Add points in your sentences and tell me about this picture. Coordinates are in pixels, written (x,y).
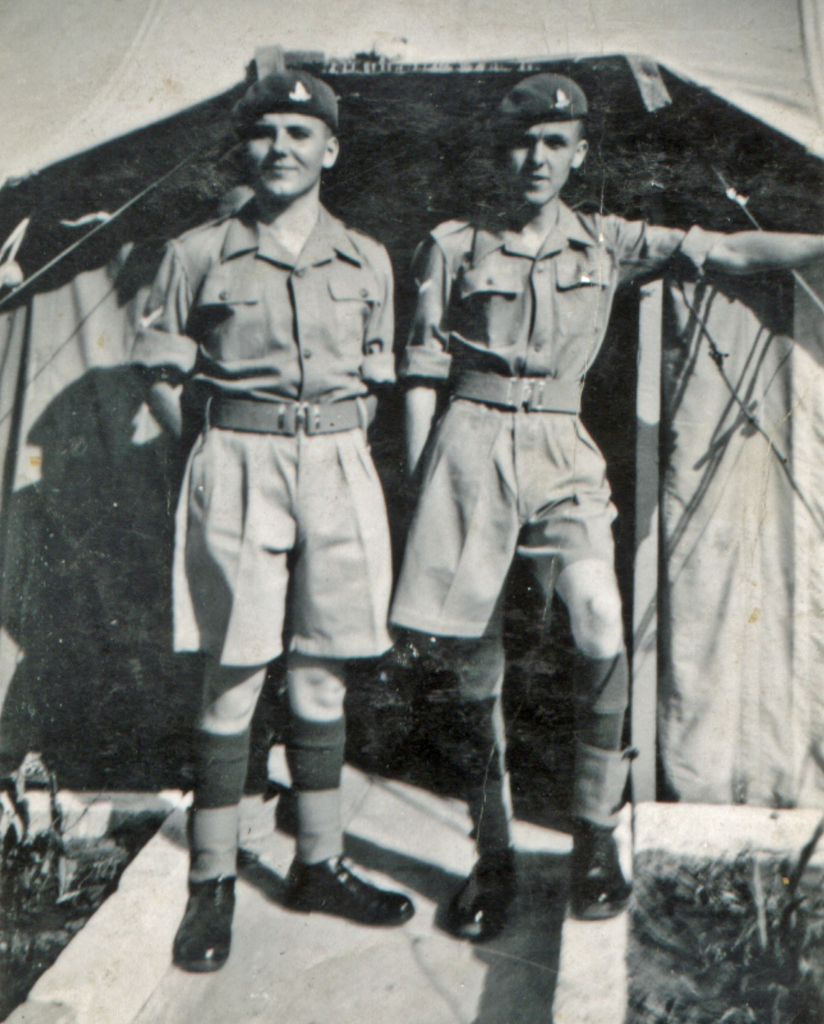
In this picture I can see 2 boys (319,363) in front (373,257) who are standing and I see that both of them are wearing same dress (351,316) and I see caps (314,116) on their heads (285,116) and behind them I see a tent (749,40).
